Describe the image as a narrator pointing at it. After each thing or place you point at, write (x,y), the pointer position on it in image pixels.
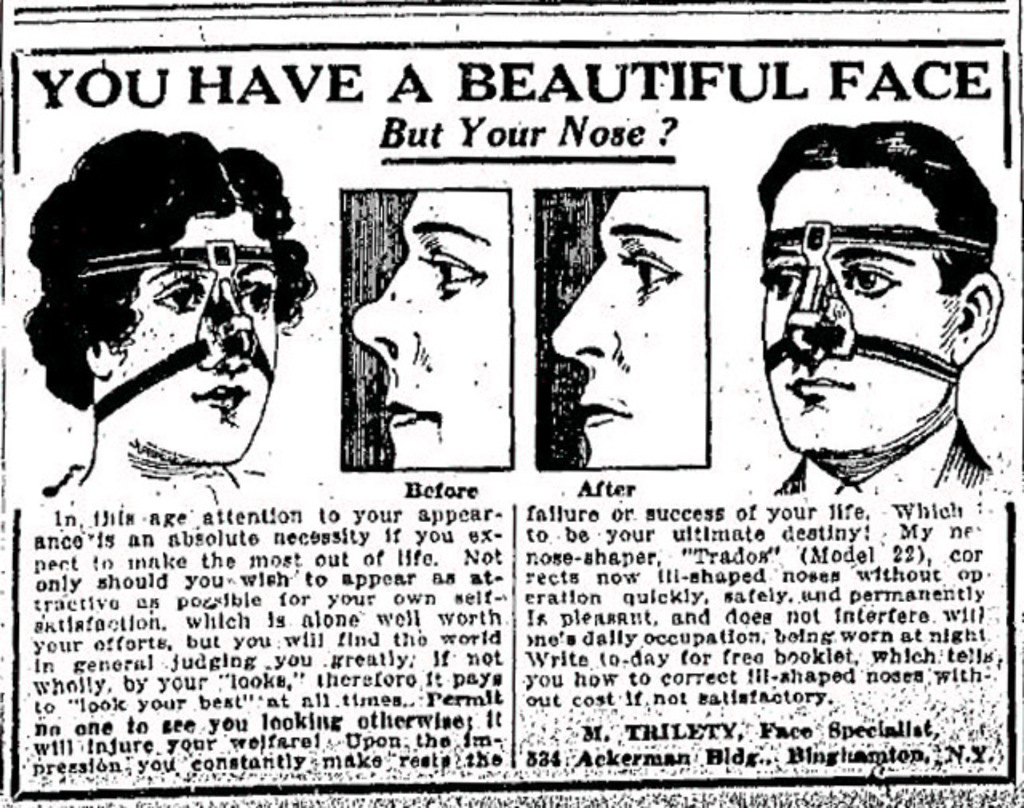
In the image there is an article (233,414) with images of faces (401,325) and something written on it.
